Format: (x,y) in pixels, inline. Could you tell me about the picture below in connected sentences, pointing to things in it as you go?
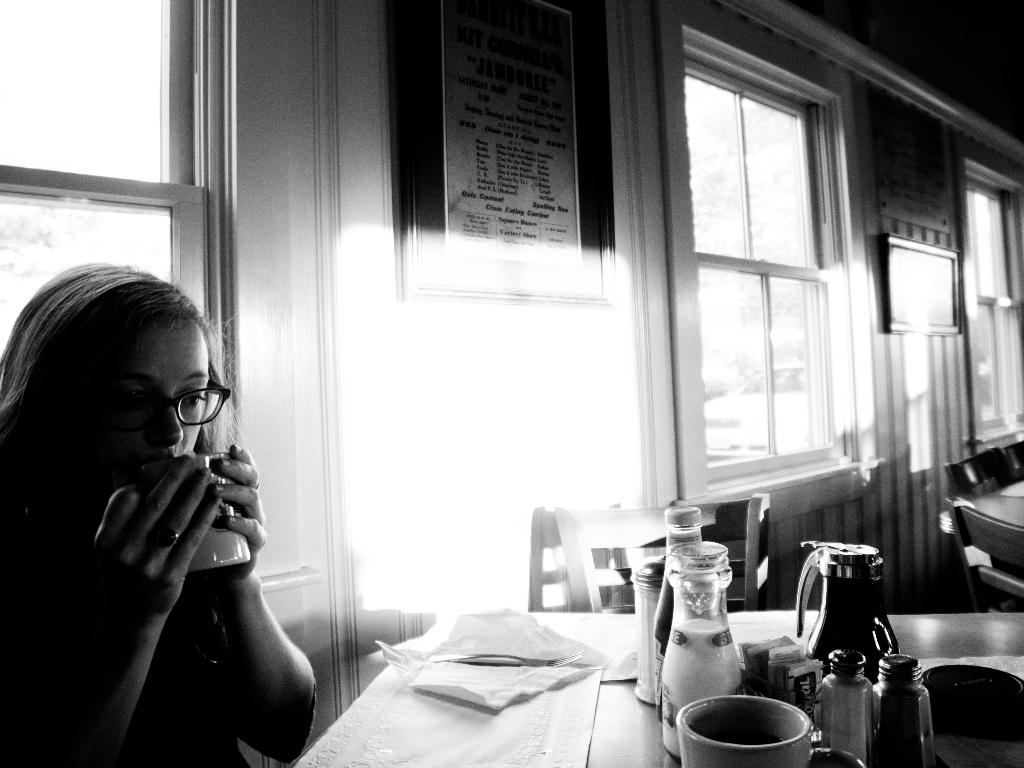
The image is inside the room (425,568). In the image on left side (164,587) there is a woman (168,536) holding a cup (202,551) and sitting on chair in front of a table (441,677). On table (509,653) we can see a jar (853,600), cloth (523,714), tissues (515,675) in background (989,223) there is a wall (899,385), photo frames (929,291) and a glass window (1013,327) in middle (399,266) we can also hoardings (518,192).
